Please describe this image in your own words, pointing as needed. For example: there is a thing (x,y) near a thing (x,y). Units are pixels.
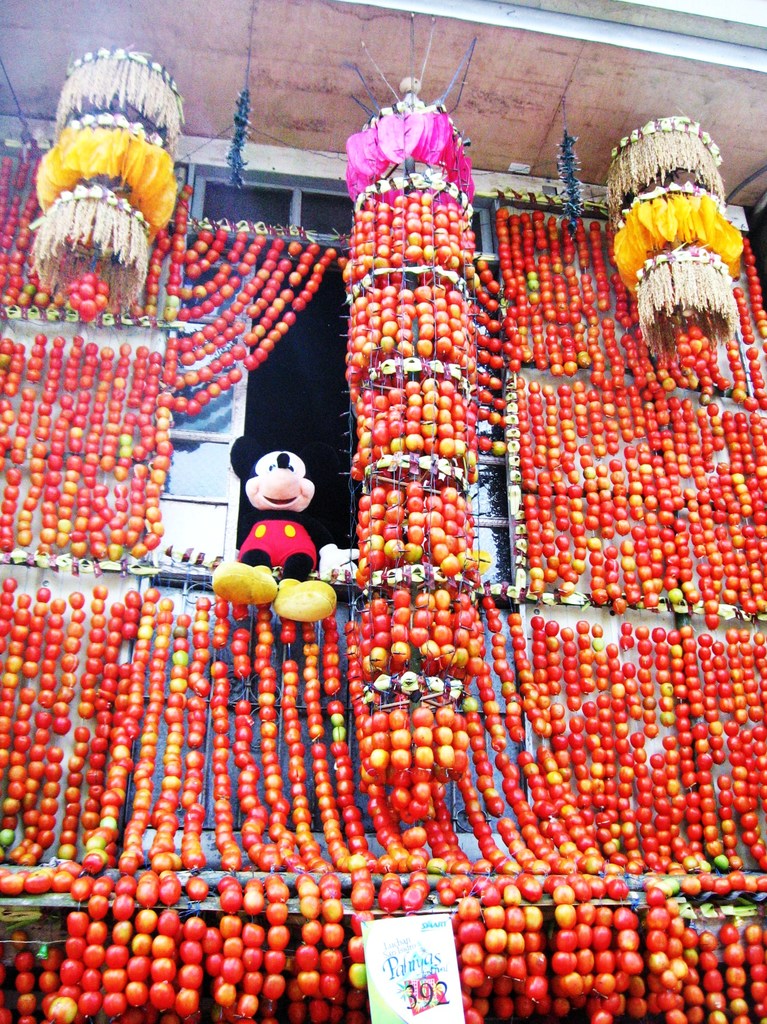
In this image there are tomato garlands (395,325) and at the bottom (427,954) there is a board (429,959), on the board (429,967) there is text (426,956) and there are toys (279,479) and some decoration (705,282). In the background (279,396) there is a window (184,286), at the top (288,18) there is a wooden board (289,80).
